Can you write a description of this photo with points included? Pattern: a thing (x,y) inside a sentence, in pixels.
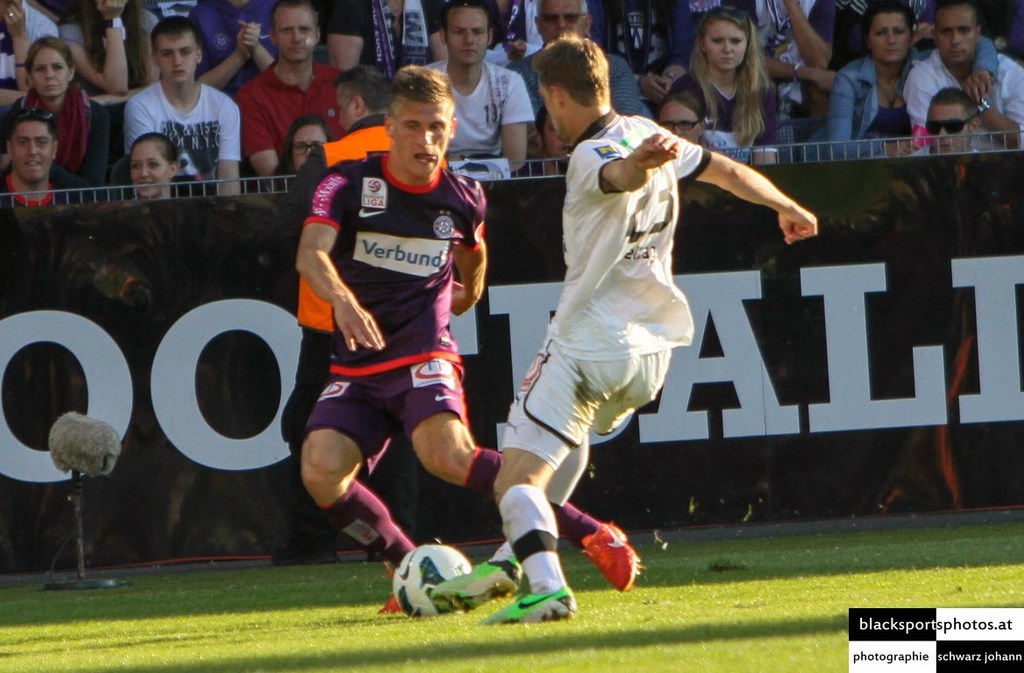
On the background of the picture (615,85) we can see crowd (673,65) sitting. This is a hoarding (480,383). We can see two men (532,579) playing a football (419,580) in a playground (467,615).
